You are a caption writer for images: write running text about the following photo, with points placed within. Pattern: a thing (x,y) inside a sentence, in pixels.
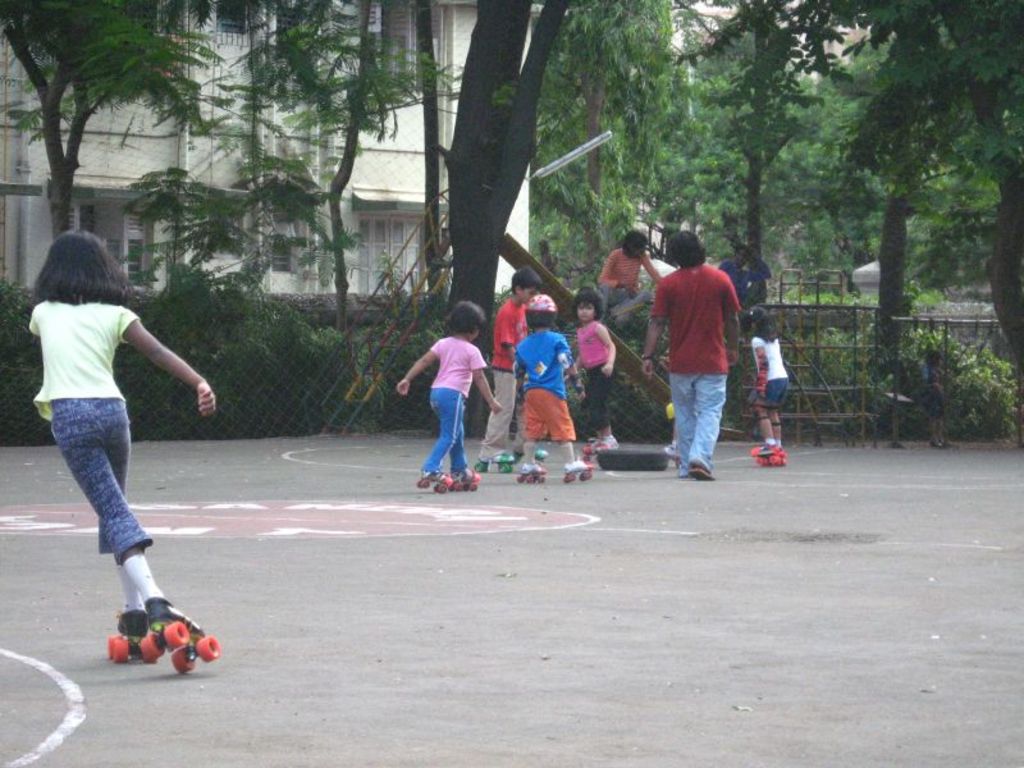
In this image I can see some children (510,355) are skating on the ground (373,497). In the middle (592,279) we can see some trees (956,250) and in the background (193,160) I can see a house (281,247).
